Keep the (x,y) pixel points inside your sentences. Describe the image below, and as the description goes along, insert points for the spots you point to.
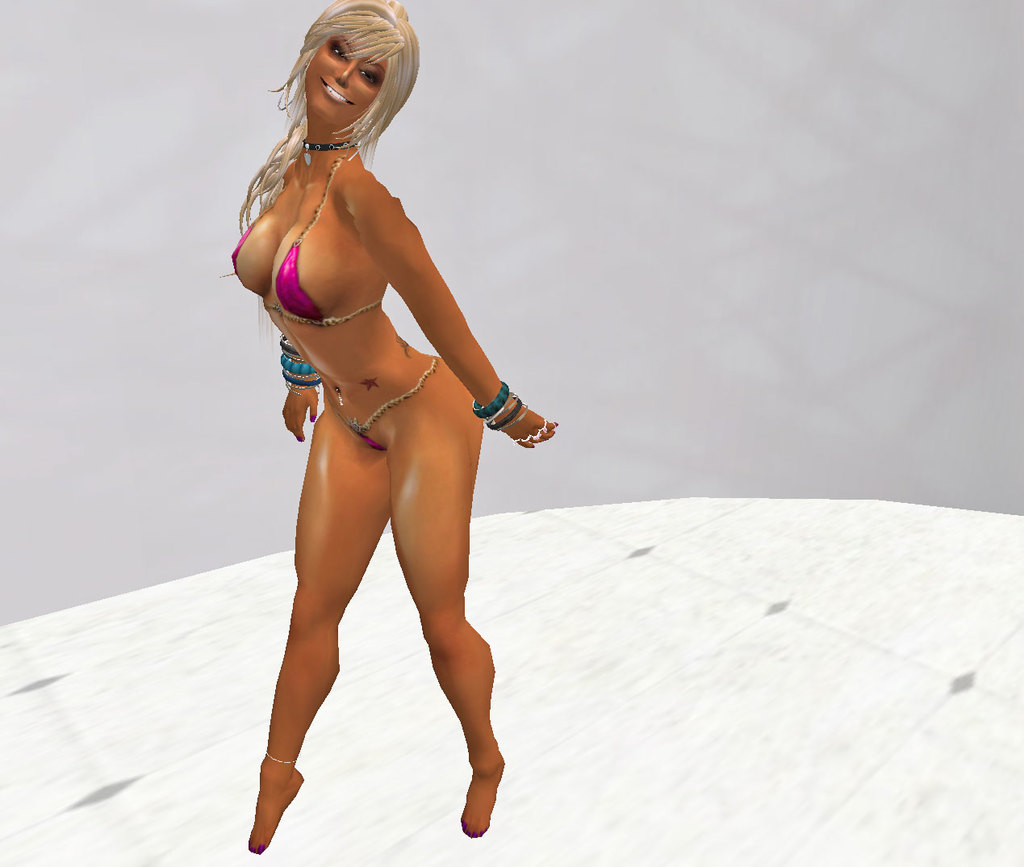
In this picture there is a cartoon type woman (437,498) standing and giving a pose. Behind there is a white background (96,202).
